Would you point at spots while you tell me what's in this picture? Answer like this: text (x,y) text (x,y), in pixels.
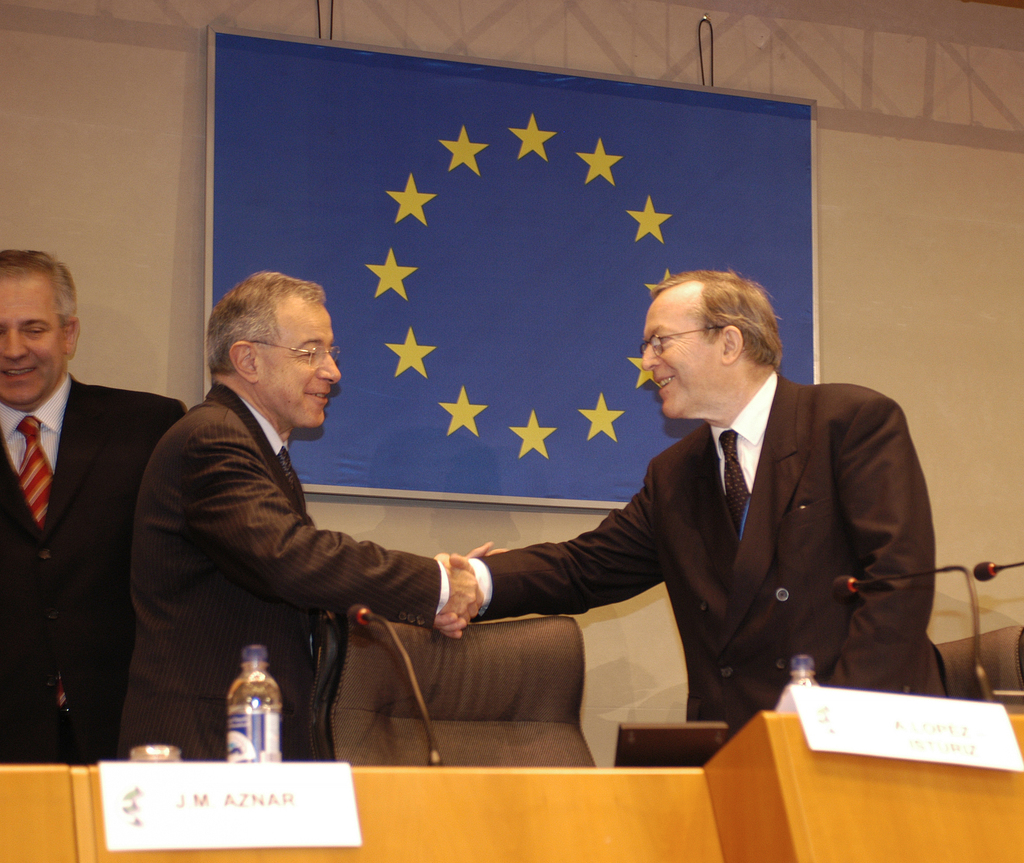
Here a man (340,568) is standing and shaking the hand (444,560) with other person (501,561) both of them wore coats (567,572) and there is a water bottle (275,709) on the table (421,771).
